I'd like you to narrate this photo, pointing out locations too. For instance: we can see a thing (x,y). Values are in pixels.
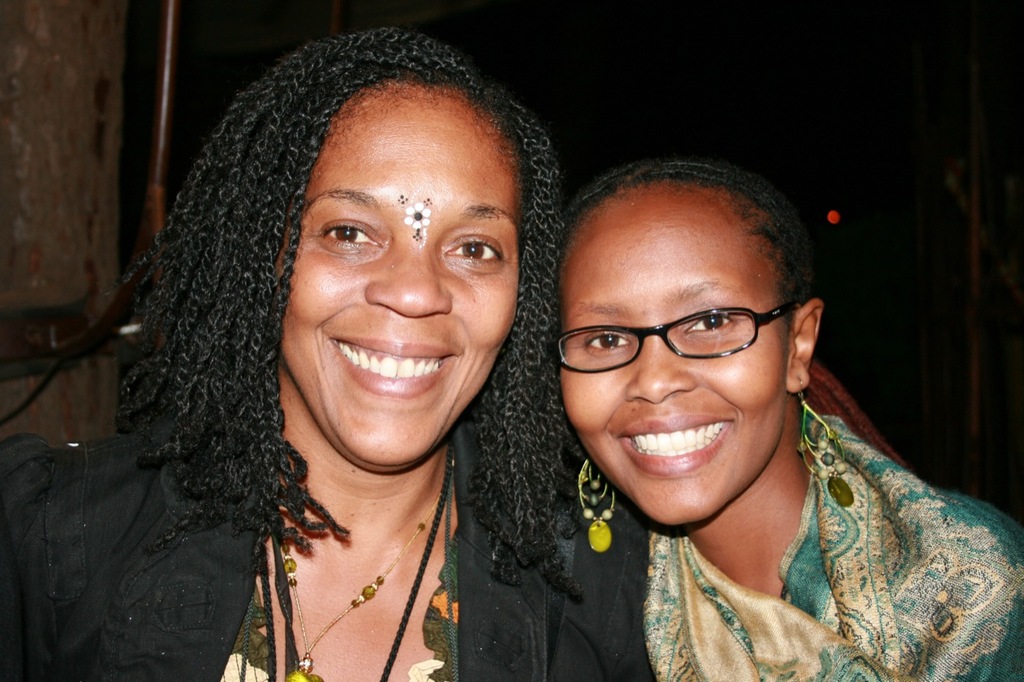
In this picture we can see two women (330,646) where a woman (655,617) wore a spectacle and they are smiling and in the background (104,240) it is dark.
